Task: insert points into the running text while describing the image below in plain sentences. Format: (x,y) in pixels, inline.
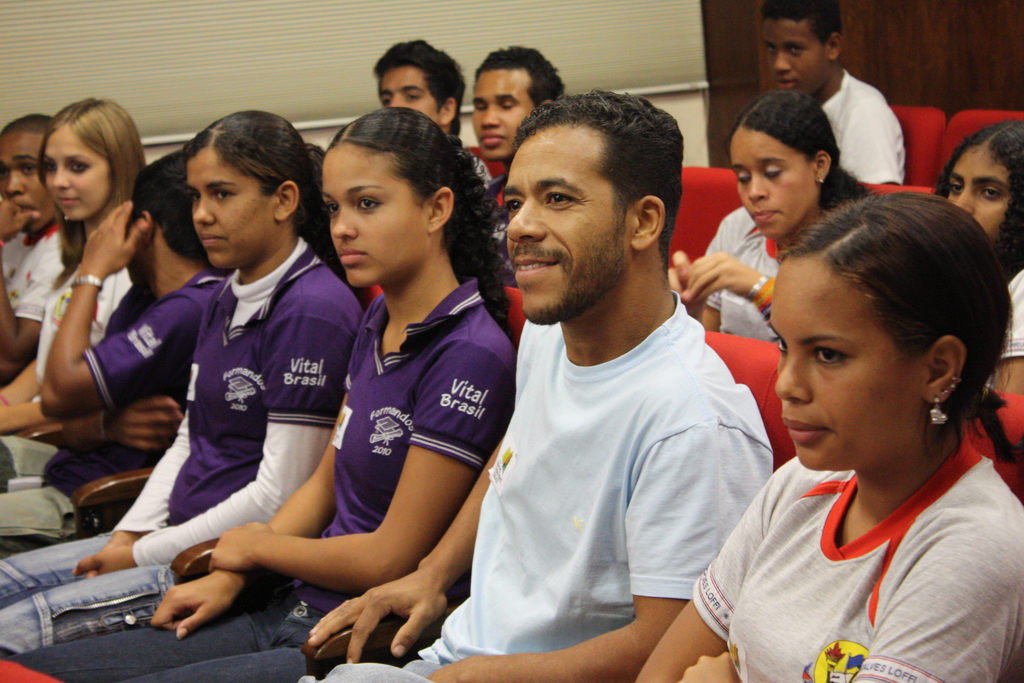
In this image we can see men (805,90) and women (270,401) are sitting on the red color seats (736,354). Behind them, white and brown color wall (713,76) is there.
